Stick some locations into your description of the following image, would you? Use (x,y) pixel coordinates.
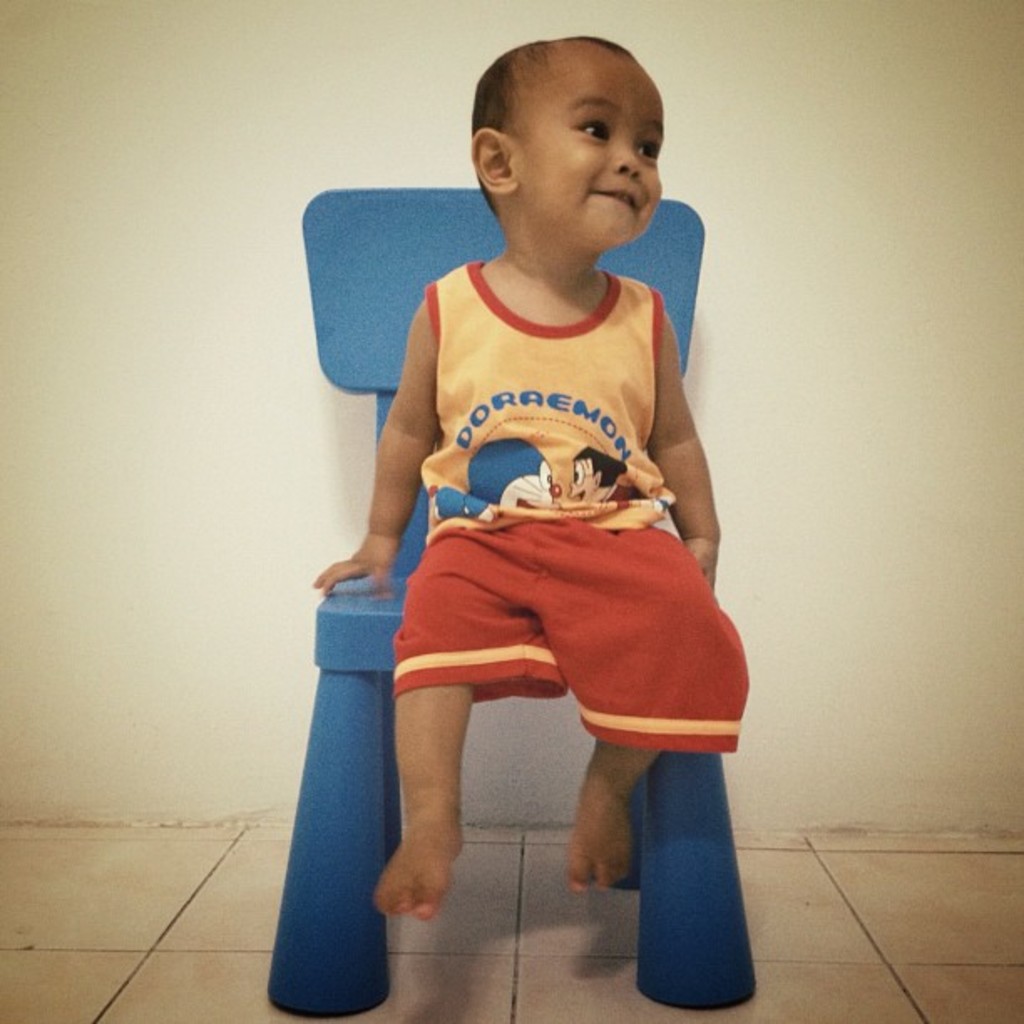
This image consists of a chair (379,414). On that chair (335,652) a child (623,405) is sitting. He is wearing Doraemon shirt (579,496) which is an yellow and red color.
